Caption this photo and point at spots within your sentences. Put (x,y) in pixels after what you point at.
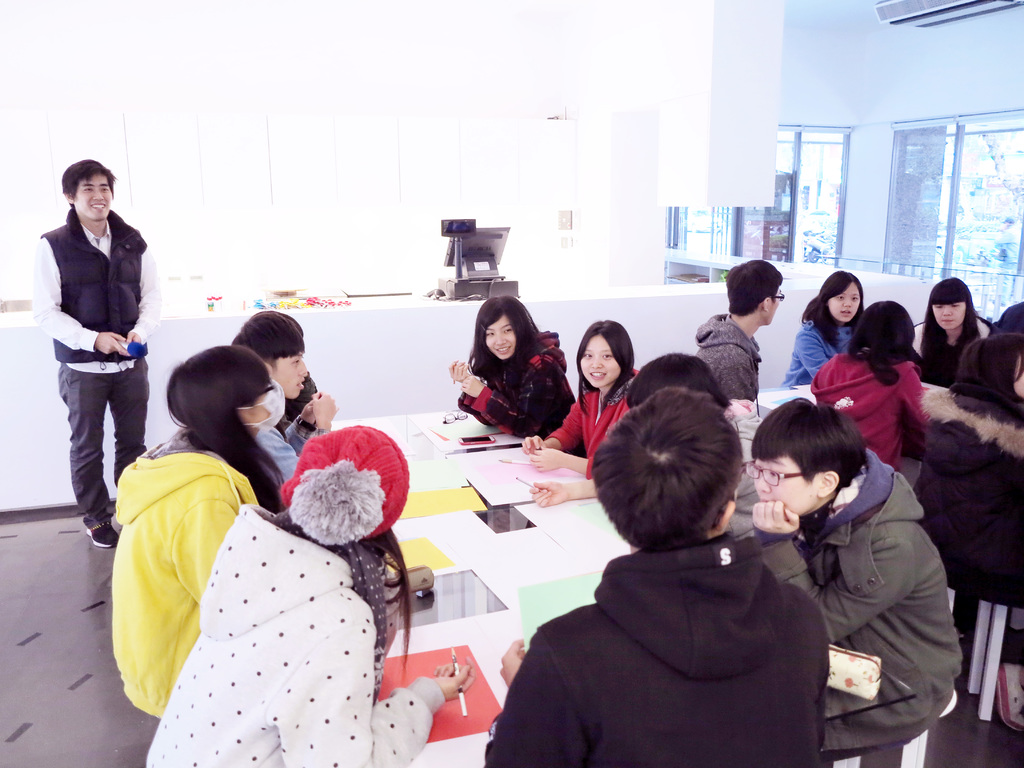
In the image we can see few persons (698,526) were sitting around the table (533,564). On table (472,567) we can see papers (419,508), pens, book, spectacles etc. And coming to the left side (96,314) we can see one man (103,292) is standing and he is smiling. And coming to the background (664,67) we can see the wall (255,91), pillar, glass (984,203) and few objects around them.
